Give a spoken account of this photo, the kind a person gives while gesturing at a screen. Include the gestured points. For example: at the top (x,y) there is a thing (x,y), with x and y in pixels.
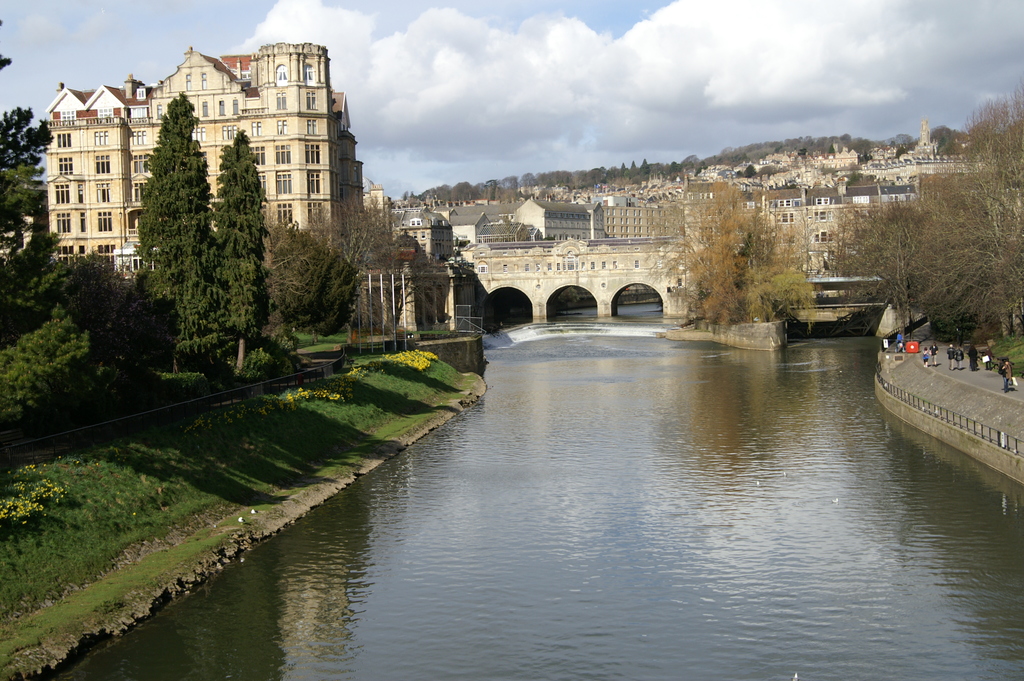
This picture describes about group of people (952,367), few people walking on the road (977,379), beside to them we can see few trees (893,301) and water (722,453), in the background (272,120) we can find few buildings (344,200), poles (369,289) and a bridge (603,291) over the water (611,405).
